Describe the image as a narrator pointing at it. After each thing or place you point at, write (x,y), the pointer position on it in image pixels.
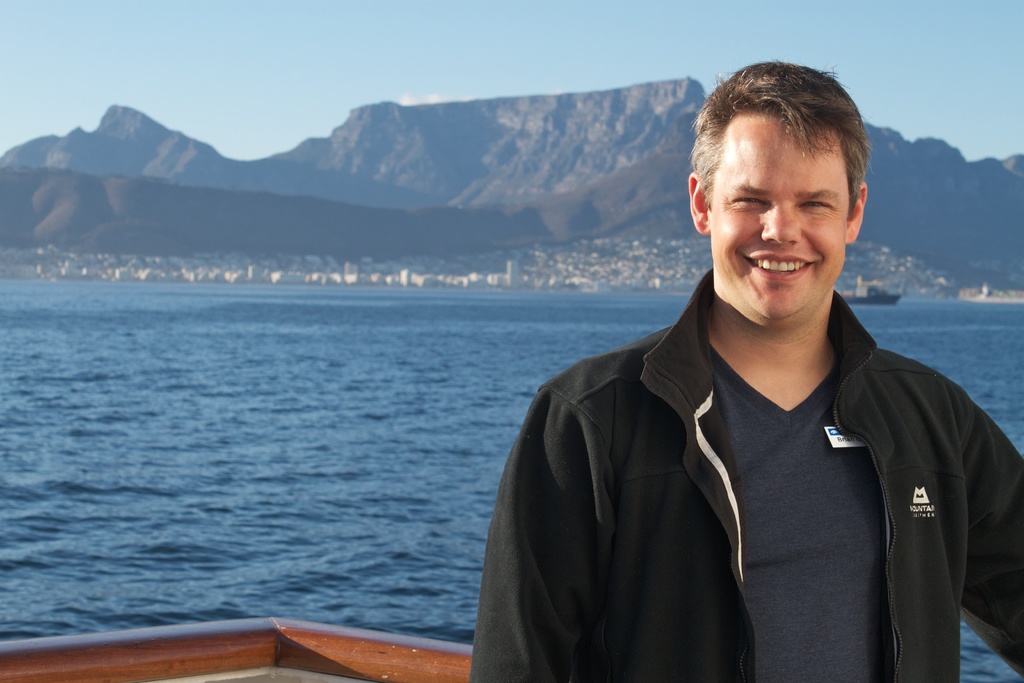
In front of the image there is a person (753,385) having a smile on his face (768,248). Behind him there is a wooden fence (422,653). Behind the fence (287,634) there is a boat (870,289) in the water (296,430). In the background of the image (381,274) there are buildings (580,259), mountains (577,220). At the top of the image (625,47) there is sky (464,43).
